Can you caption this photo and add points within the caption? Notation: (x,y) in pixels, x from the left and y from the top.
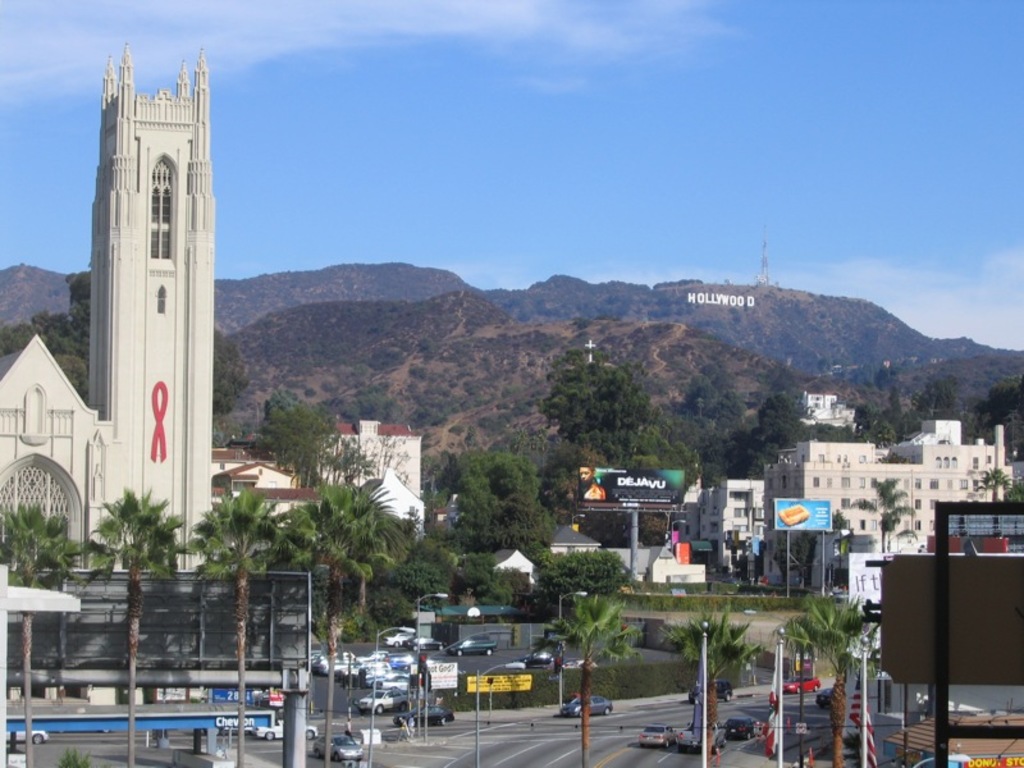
In this image we can see buildings (16,364), trees (496,508), poles (298,735), road (511,758), vehicles (562,715), plants (676,679), grass (741,615), hills (752,364), tower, sky (660,223) and clouds (260,26).
